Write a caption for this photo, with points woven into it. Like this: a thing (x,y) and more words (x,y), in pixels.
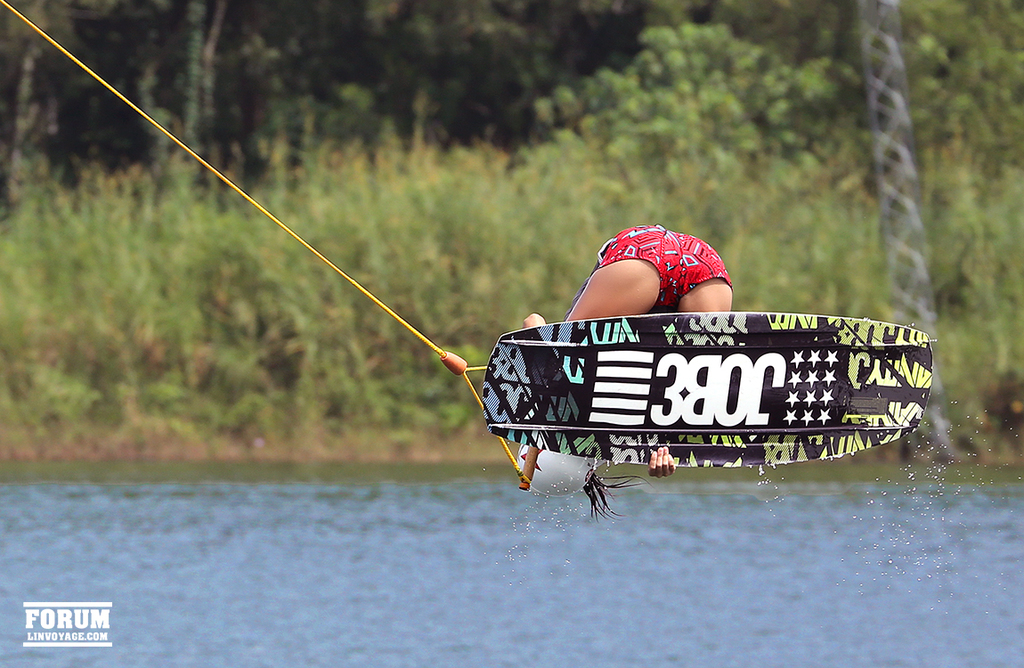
This image is taken outdoors. In the background (369,274) there are many trees (654,106) and plants (847,222) on the ground (127,436). At the bottom of the image (579,595) there is a river (257,582) with water (268,570). In the middle of the image (594,316) a person (617,309) is wakeboarding with a board (809,444) and there is a rope (311,250).
